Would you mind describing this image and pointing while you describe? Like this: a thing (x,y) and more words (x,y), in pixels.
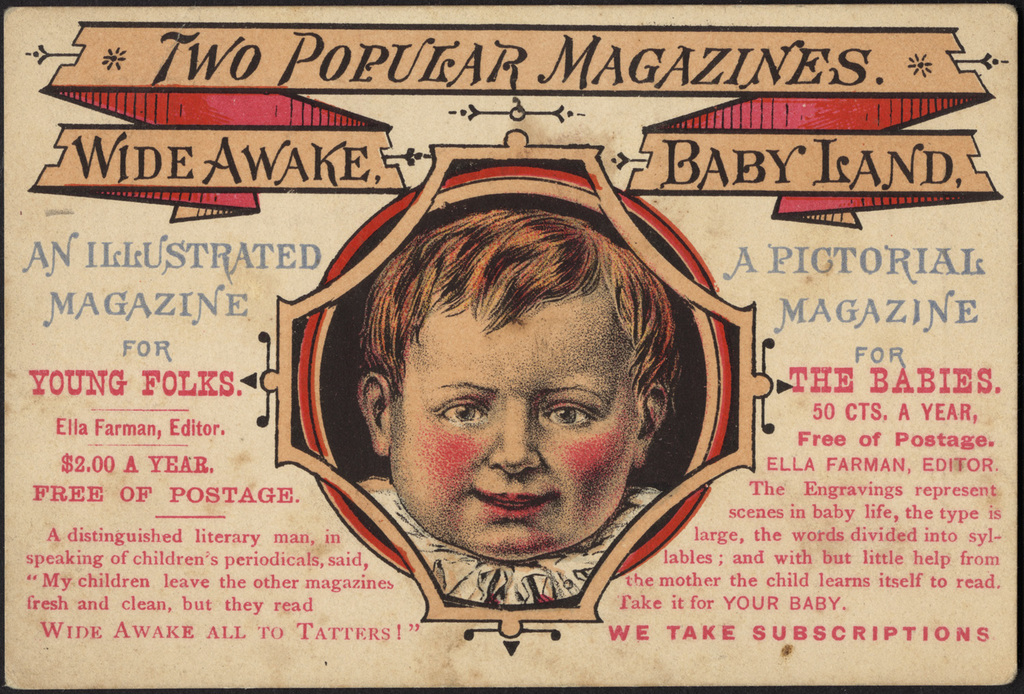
In this image we can see a poster (429,359) on which we can see a picture (393,378) and some text (168,342).
